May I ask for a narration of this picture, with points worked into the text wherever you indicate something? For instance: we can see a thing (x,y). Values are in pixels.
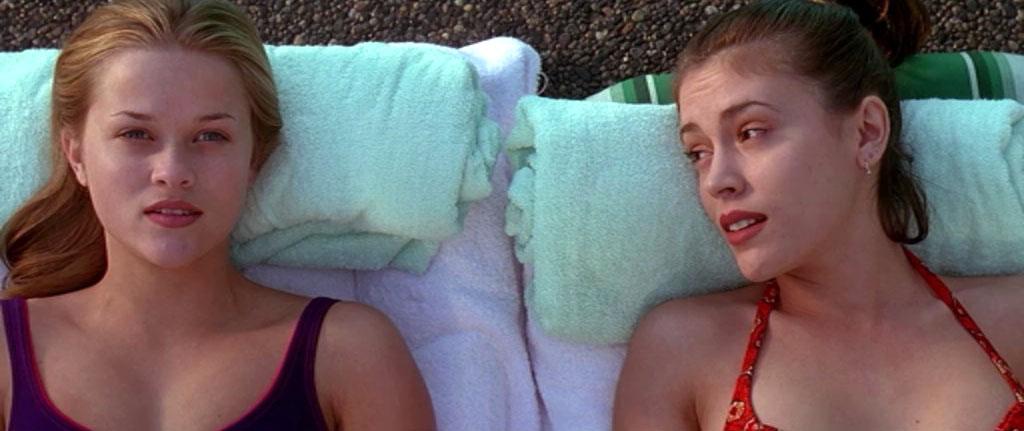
In this picture we can see women (934,298) lying on towels (481,264). Under their heads (53,134) we can see wrapped towels (296,167). In the background (408,32) we can see the rough dark surface (425,24).
